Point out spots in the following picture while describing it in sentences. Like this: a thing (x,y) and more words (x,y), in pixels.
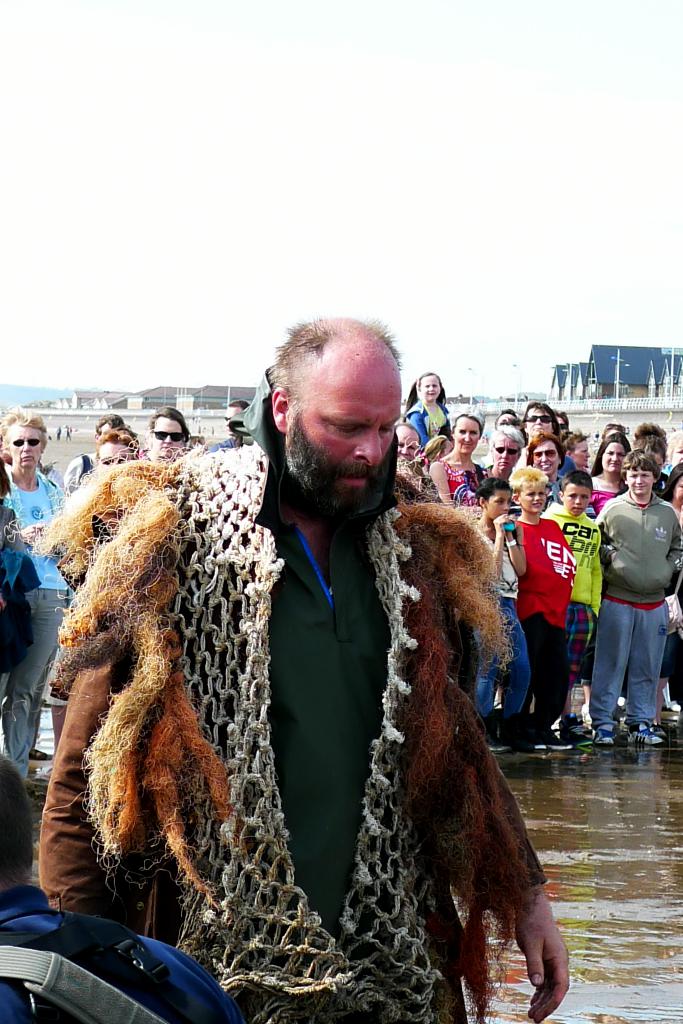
This picture is clicked outside. In the foreground (281,465) there is a person (323,427) wearing a net (273,947) and seems to be walking on the ground (649,802). In the center (412,403) we can see the water (635,825) and the group of persons (523,521) standing on the ground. In the background (461,166) we can see the sky (513,339), buildings (609,353) and some other objects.
